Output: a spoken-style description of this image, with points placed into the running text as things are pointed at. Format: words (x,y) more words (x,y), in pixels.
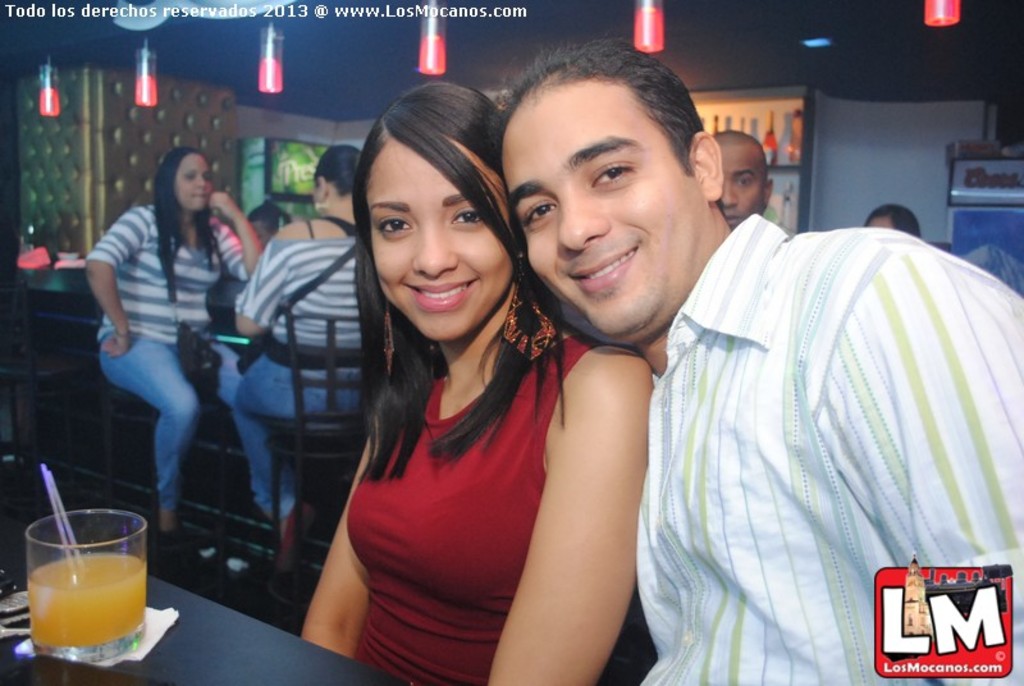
The picture is taken in a bar (148,143). In the foreground of the picture (568,327) there is a woman (537,423) and a man (777,534) smiling. On the left (106,598) there is a glass (87,620) and keys (24,608) on the table (183,640). In the center of the picture (350,269) there are people (335,213) sitting on chairs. At the top (146,78) there are lights (57,85). In the background (294,155) there are bottles (775,141) and boards (279,155).
